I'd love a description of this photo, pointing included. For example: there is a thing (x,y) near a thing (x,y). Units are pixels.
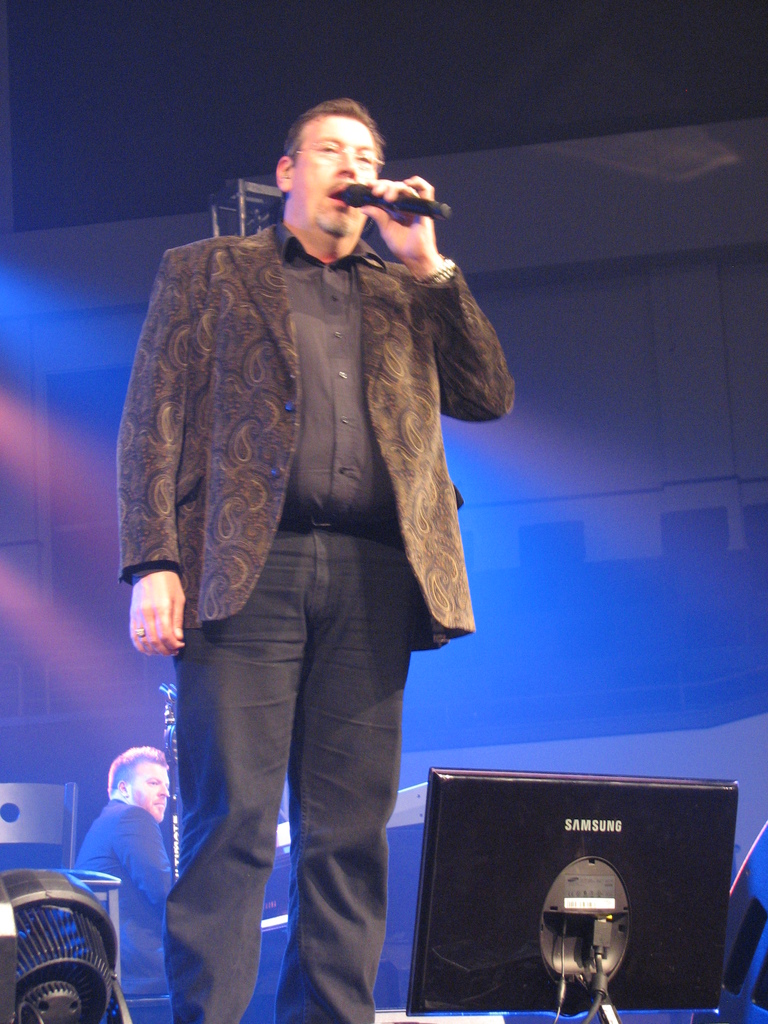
In the middle of the image (296,354) a person (304,220) is standing and holding a microphone (408,206). In the bottom right corner of the image (628,787) we can see a monitor (515,799). In the bottom left corner of the image (3,886) we can see some object (71,1023). Behind the object (9,879) a person (161,841) is sitting. At the top of the image (194,121) we can see a wall (116,158).
